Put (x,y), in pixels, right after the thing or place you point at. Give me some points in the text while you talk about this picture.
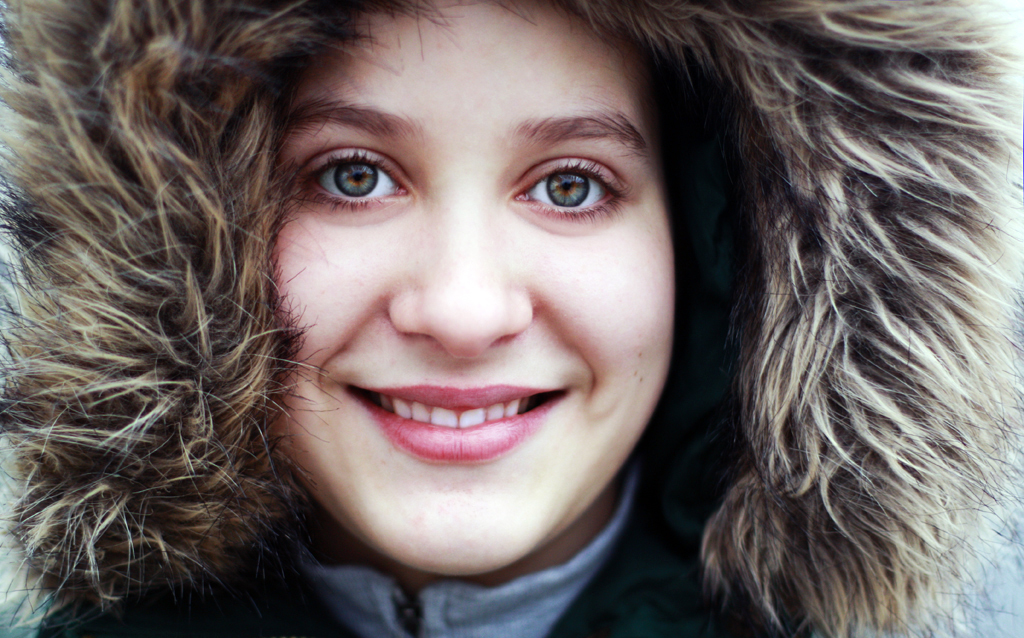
In this picture we can see a woman (444,359), she is smiling.
